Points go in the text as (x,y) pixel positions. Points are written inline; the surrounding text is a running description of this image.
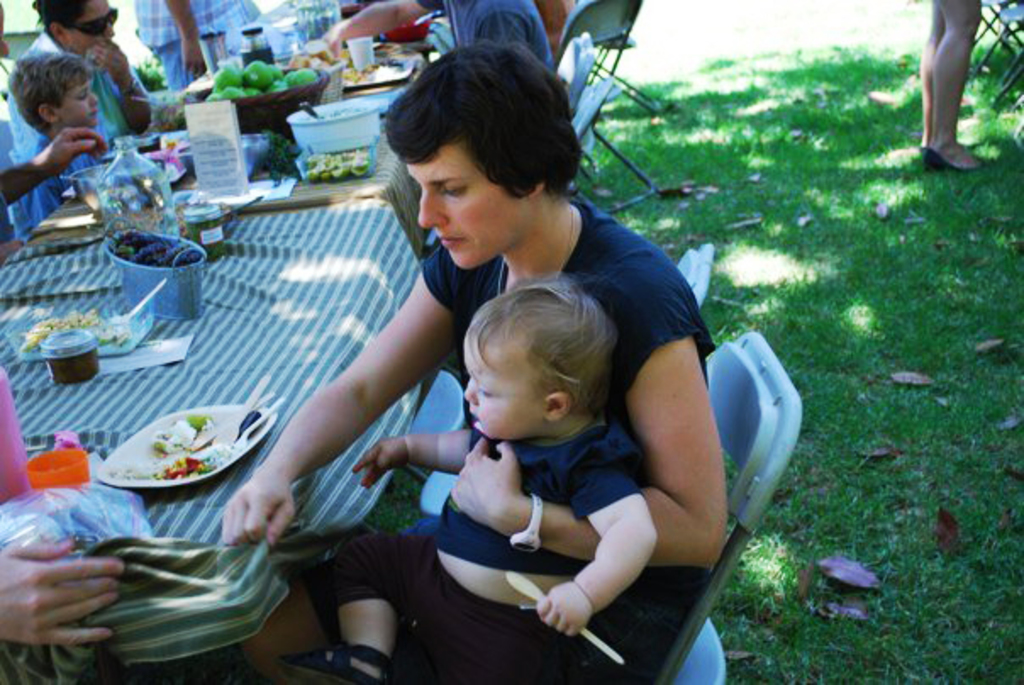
In this image i can see group of persons (458,146) sitting around the table (369,92) and having their food (345,180) there are some food items (258,75) on top of the table (298,266) and at the right side of the image (964,61) there is a person (952,66) standing.
